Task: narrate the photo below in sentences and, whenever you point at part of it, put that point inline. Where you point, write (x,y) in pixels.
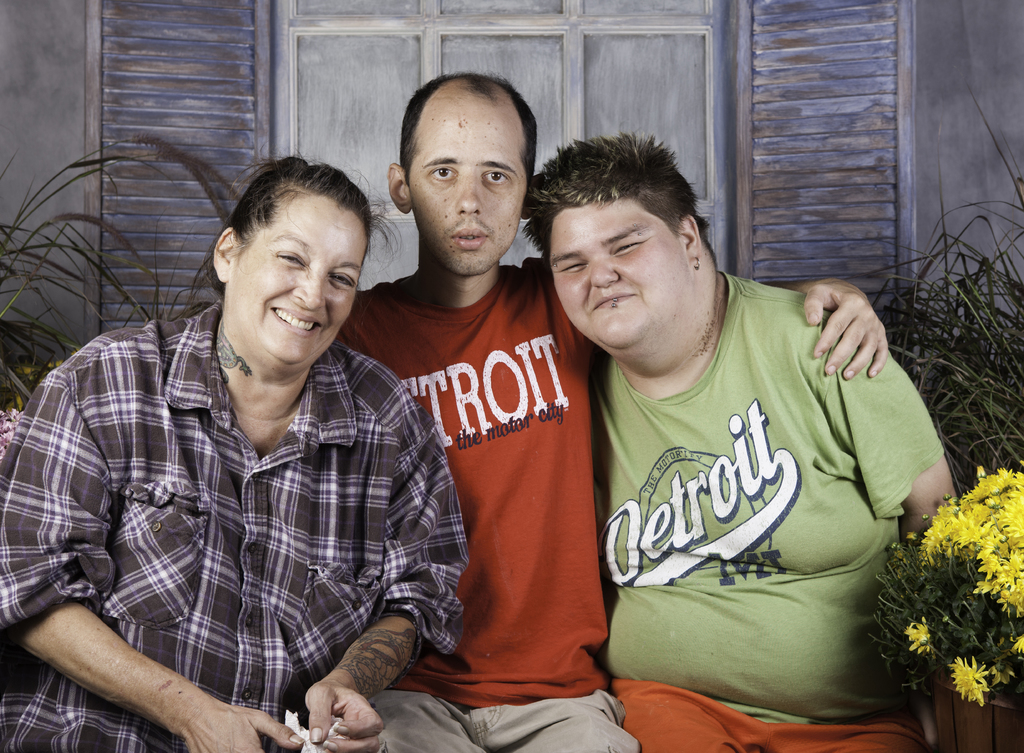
In this image I can see a woman (365,396) and two men (445,433) are sitting. I can also see two of them are smiling. I can also see plants (960,474) and in the background (524,3) I can see painting (200,80) of a window (673,68) on the wall (37,307).
